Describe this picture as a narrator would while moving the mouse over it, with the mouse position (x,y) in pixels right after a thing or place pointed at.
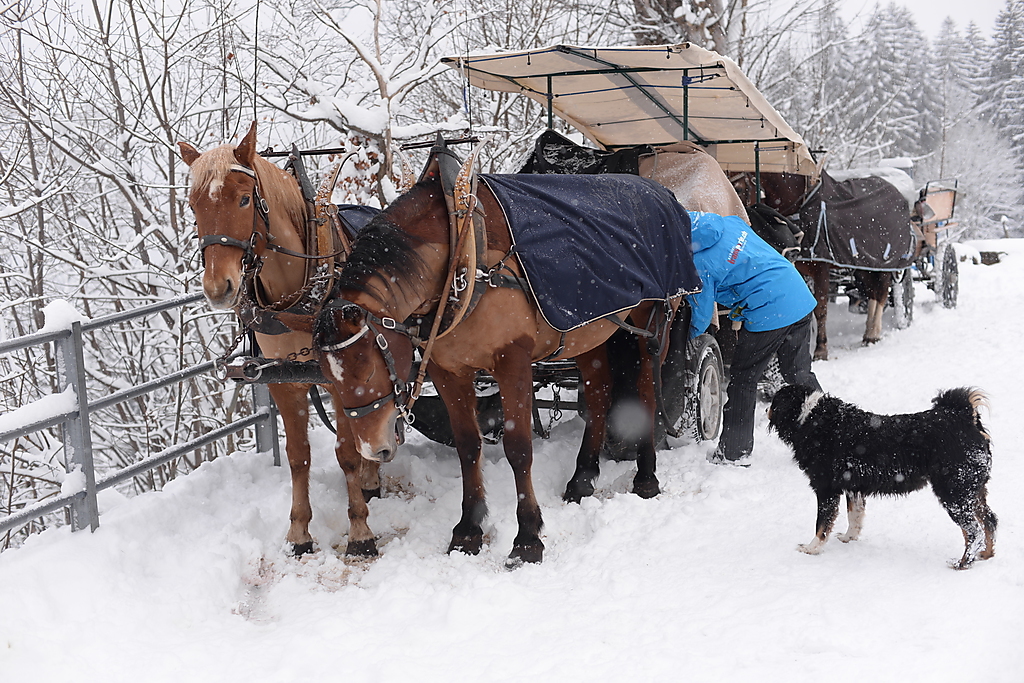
In the image in the center (544,239), we can see horses (648,303) and wheel carts (921,247), which are attached to the horses (439,254). On the horses (489,262), we can see some clothes (596,283). And we can see one tent (682,130), one person (752,300) standing and one dog (809,434), which is in black color. In the background (78,162) there is a fence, trees (161,229) and snow (554,432).
